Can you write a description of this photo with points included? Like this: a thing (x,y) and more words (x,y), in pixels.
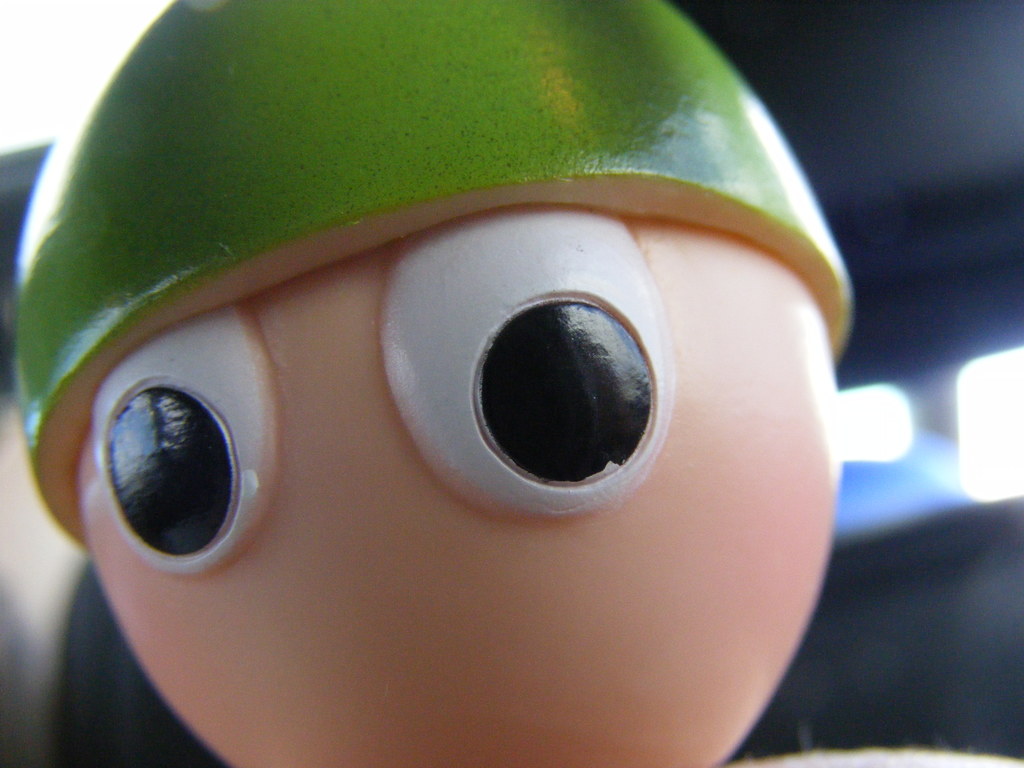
In this image we can see a toy (343,330) and in the background (909,418), we can see the lights (908,411) and the wall (882,264).
